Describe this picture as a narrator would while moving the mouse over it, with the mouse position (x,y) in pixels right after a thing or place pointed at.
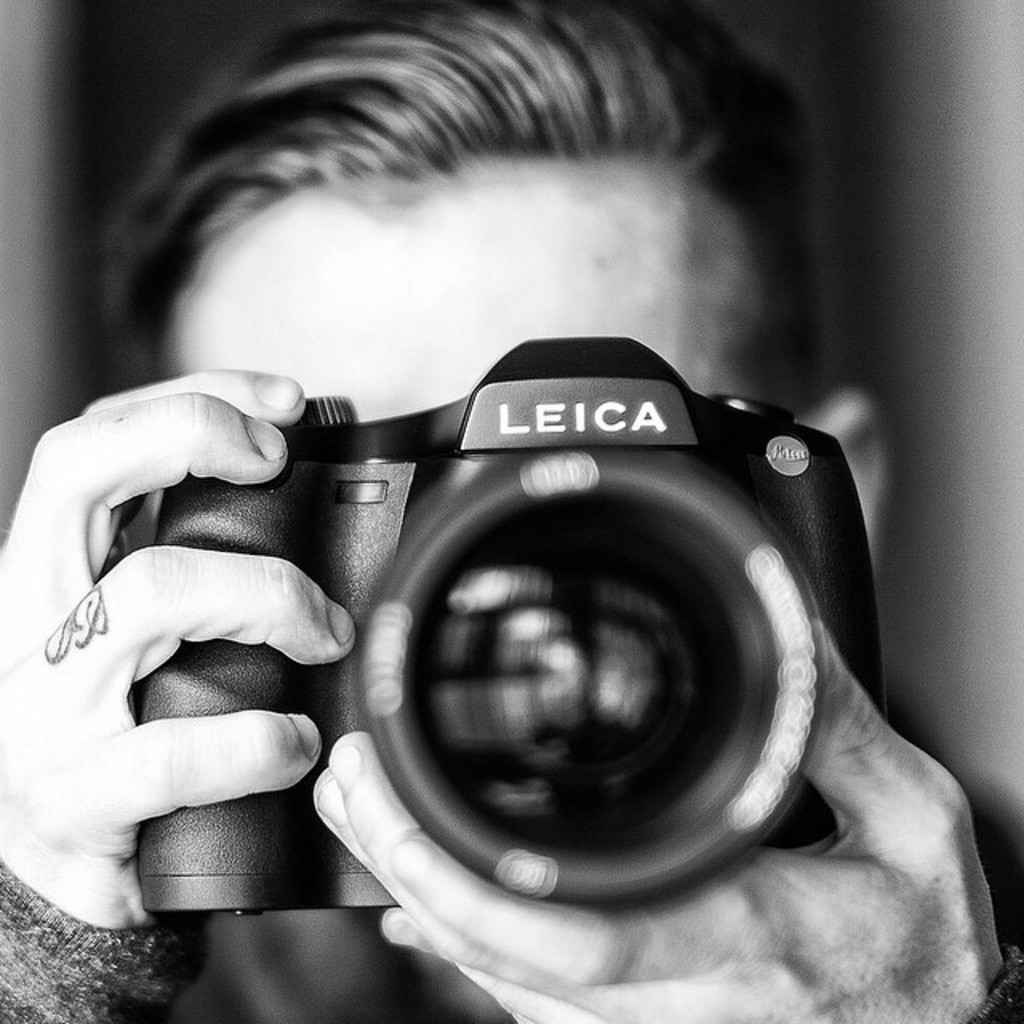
In this picture there is a man (407,291) who is holding a camera (671,652). Behind him it might be a door (891,173).
